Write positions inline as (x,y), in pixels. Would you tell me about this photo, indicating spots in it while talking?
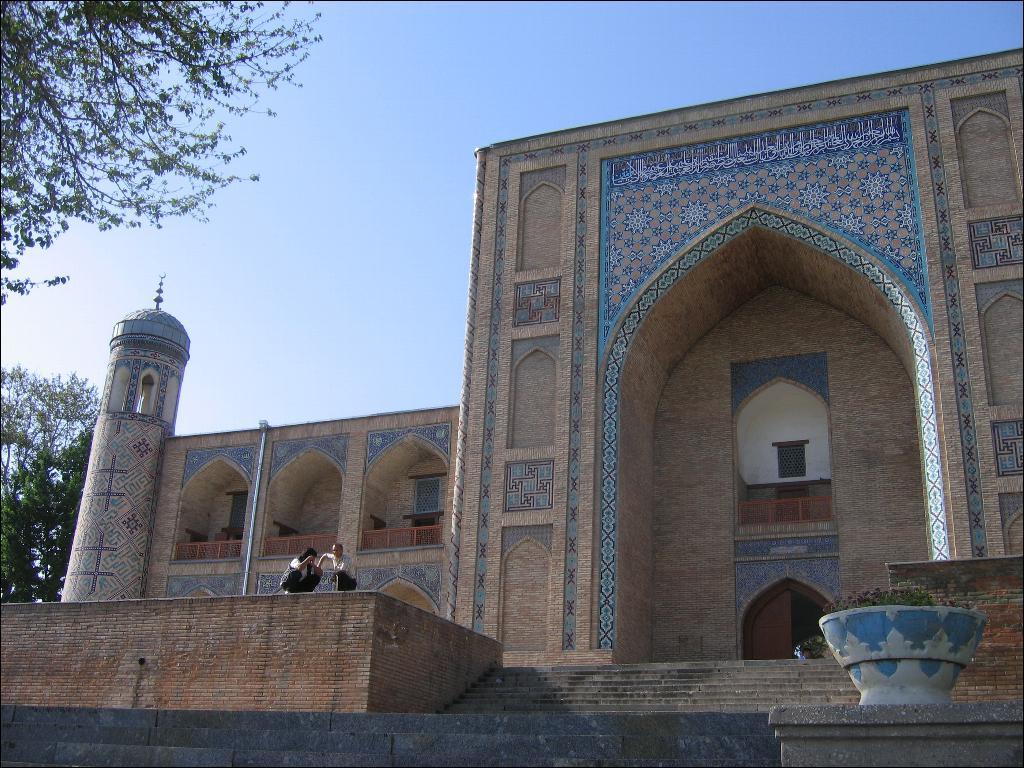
In this image we can see the outside view of the monument (668,619). We can also see two persons (334,568) in this image. Image also consists of trees (61,208). Sky (351,215) is also visible.
